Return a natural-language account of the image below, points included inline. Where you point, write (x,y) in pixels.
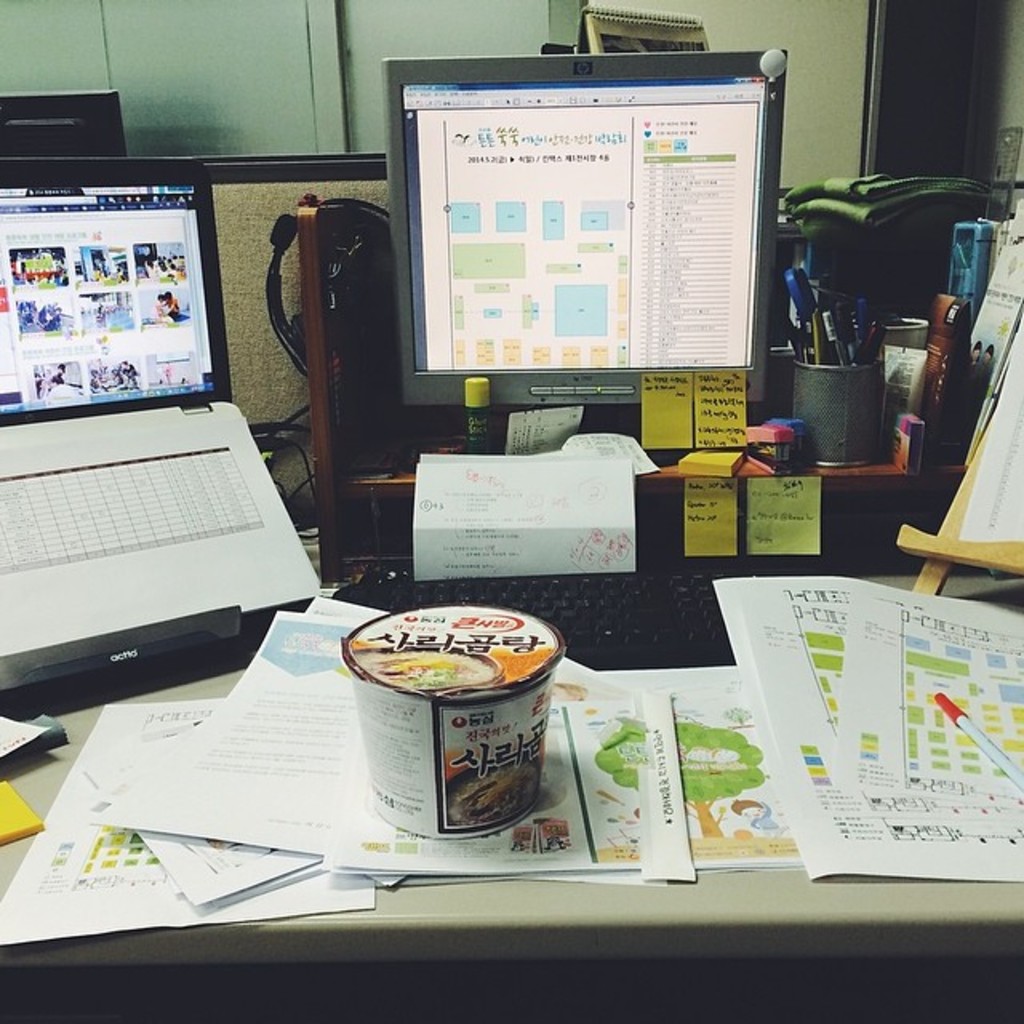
As we can see in the image there is a wall (832,77) and a table (772,891). On table (772,891) there is a cup noodles (440,711), papers (786,747), laptops (134,272), screen (571,167), books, box (910,423), pens (837,358).
